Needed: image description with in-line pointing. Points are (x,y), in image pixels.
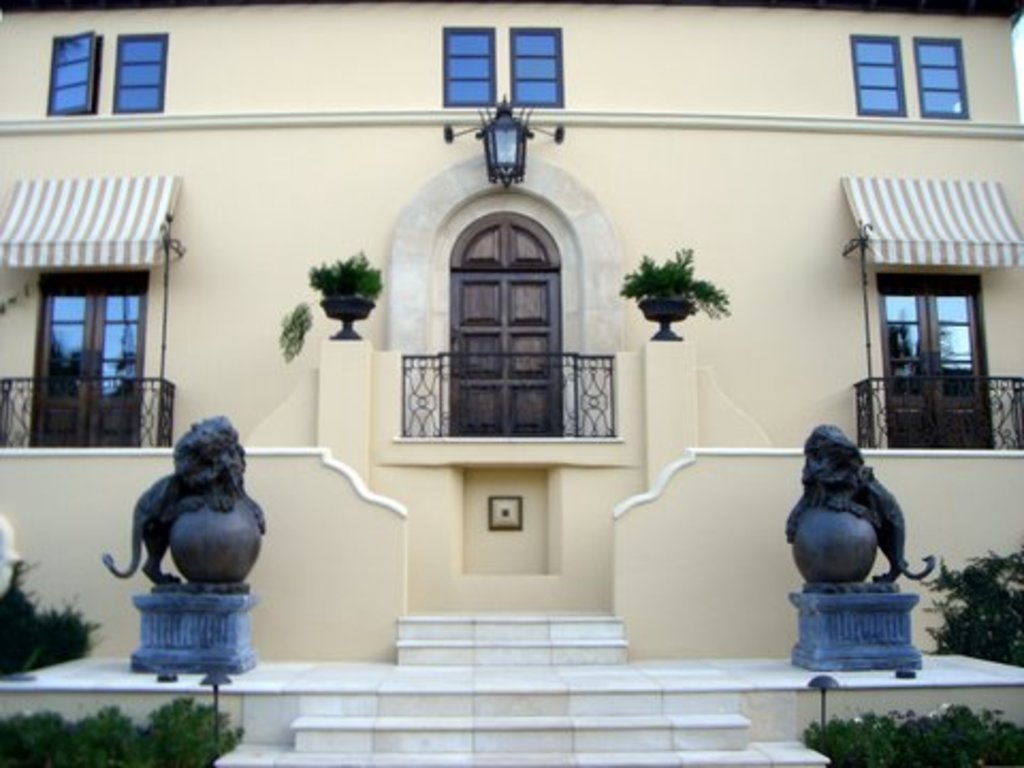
In this image I can see few stairs (426,694) which are white in color, few plants (31,749) which are green in color, few statues (799,519) of animals (858,508) and a huge building (371,197) which is cream in color. I can see few windows (529,104) and few doors (541,352).
